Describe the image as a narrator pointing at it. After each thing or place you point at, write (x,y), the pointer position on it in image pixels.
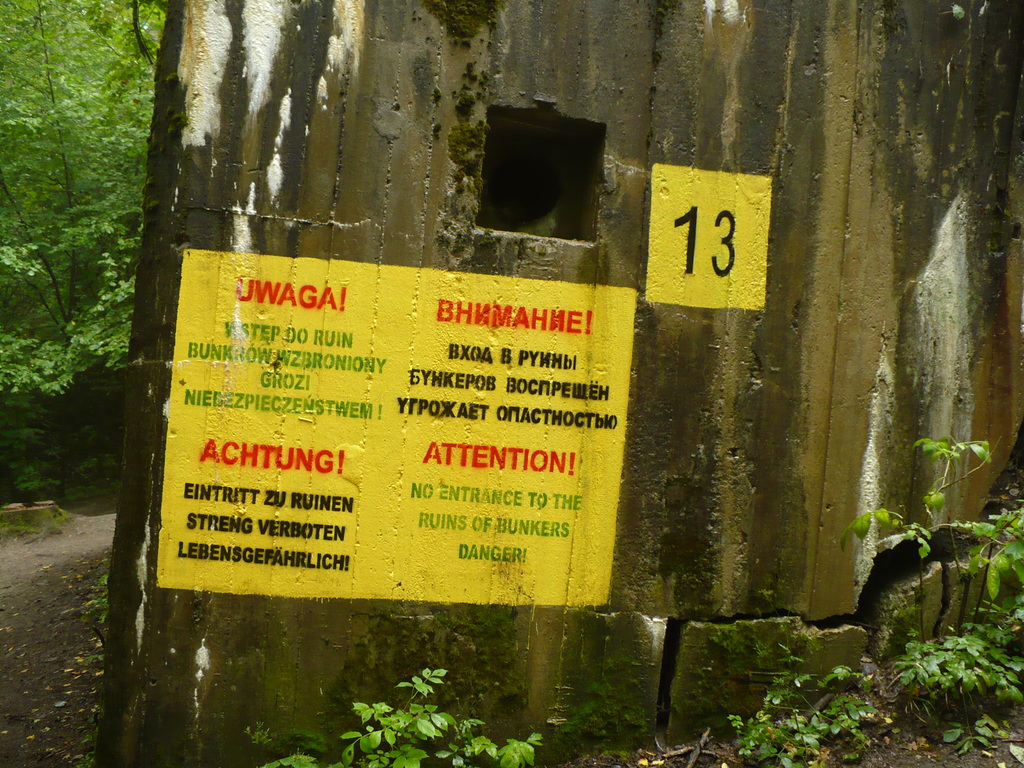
In this picture we can see a wall (484,359), on which we can see a painting (352,440) with text (330,489), around we can see some plants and trees (54,282).
